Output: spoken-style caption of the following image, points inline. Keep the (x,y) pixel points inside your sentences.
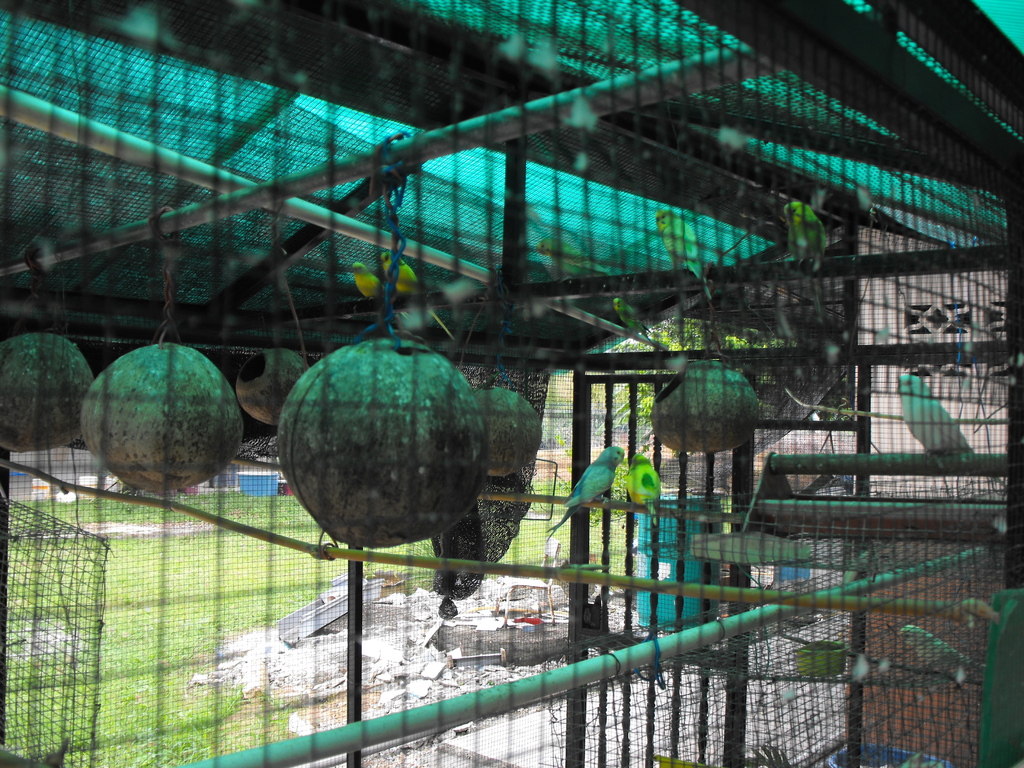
There is a cage (297,334) with mesh (482,588). Inside the cage (436,211) there are pots (334,367) and birds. On the ground (160,617) there is grass (181,629).
